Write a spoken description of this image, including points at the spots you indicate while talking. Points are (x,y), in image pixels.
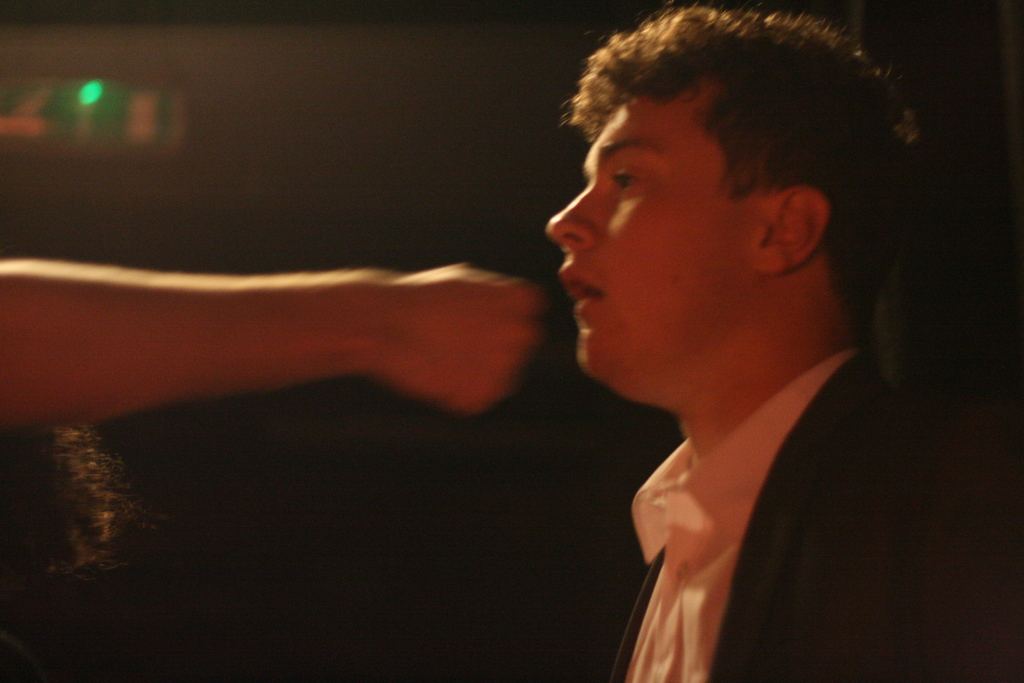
On the left side (130,302), there is a person (86,299) stretched his hand (72,299). On the right side (855,209), there is a person (855,209) in a suit (908,390), having opened his mouth (585,284). In the background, there is a light (105,129). And the background (228,169) is dark in color.
